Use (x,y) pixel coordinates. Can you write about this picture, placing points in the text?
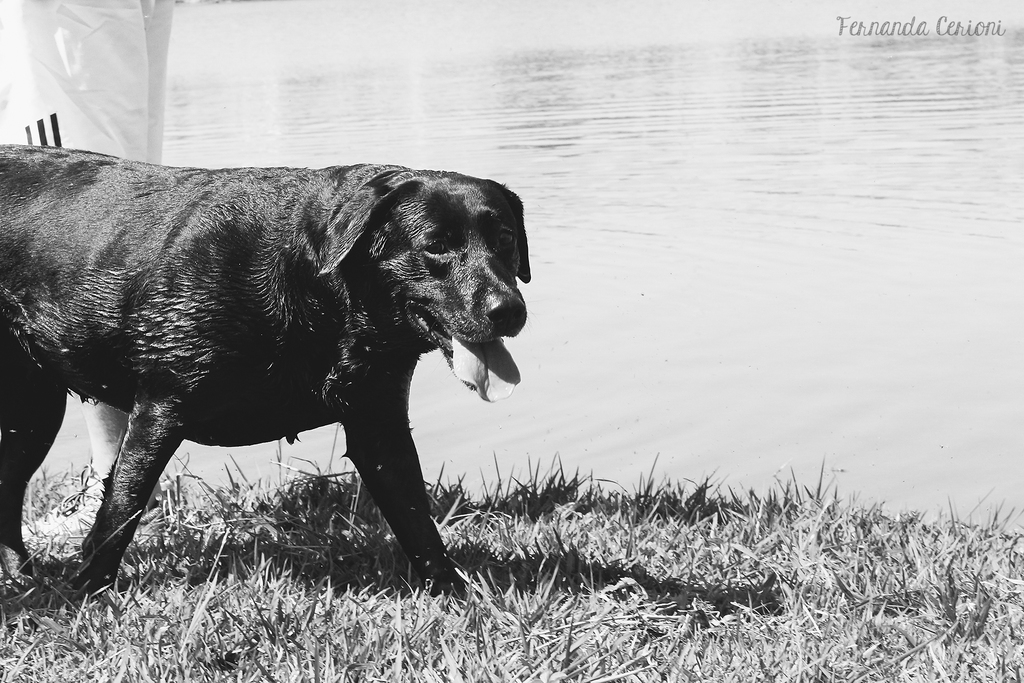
In this picture I can see a dog (388,357) and grass (533,665) on the ground (343,543) and I can see water (543,256) and a human (12,62) on the left side (80,72). I can see text (977,35) at the top right corner of the picture (852,32).
